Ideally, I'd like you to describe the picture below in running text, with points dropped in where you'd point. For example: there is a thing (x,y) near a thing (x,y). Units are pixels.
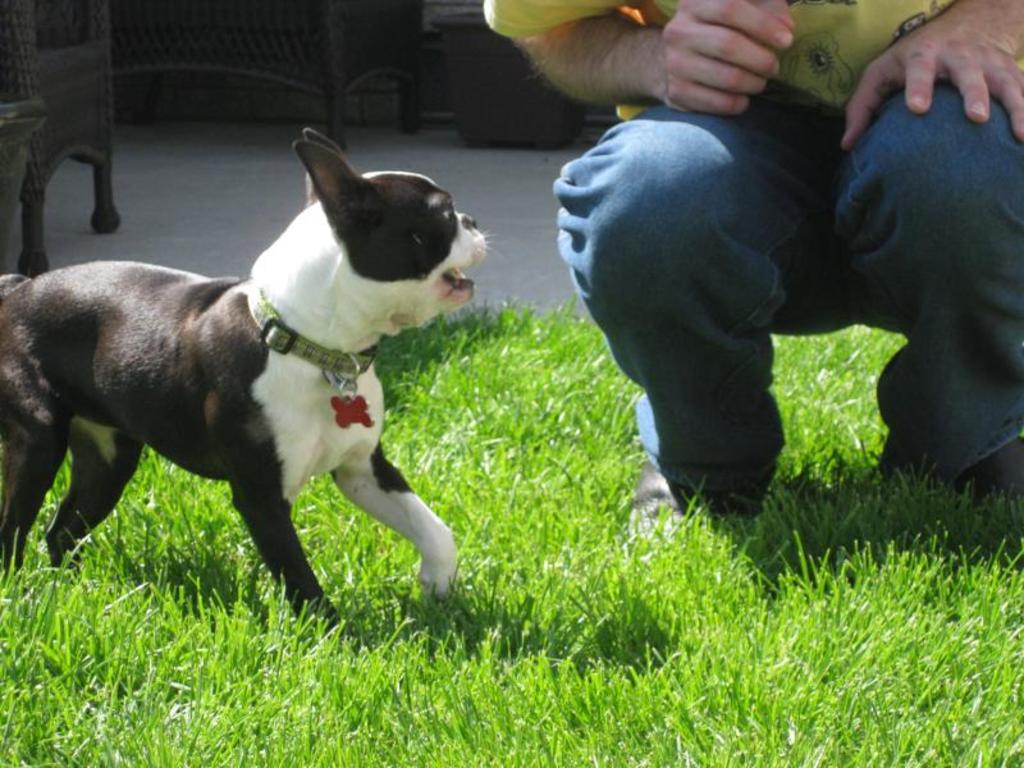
In this image I can see a dog (324,428) and a man (788,236) is in a squat position. I can also see the grass (242,583) and other objects (107,110) on the floor (215,158).
